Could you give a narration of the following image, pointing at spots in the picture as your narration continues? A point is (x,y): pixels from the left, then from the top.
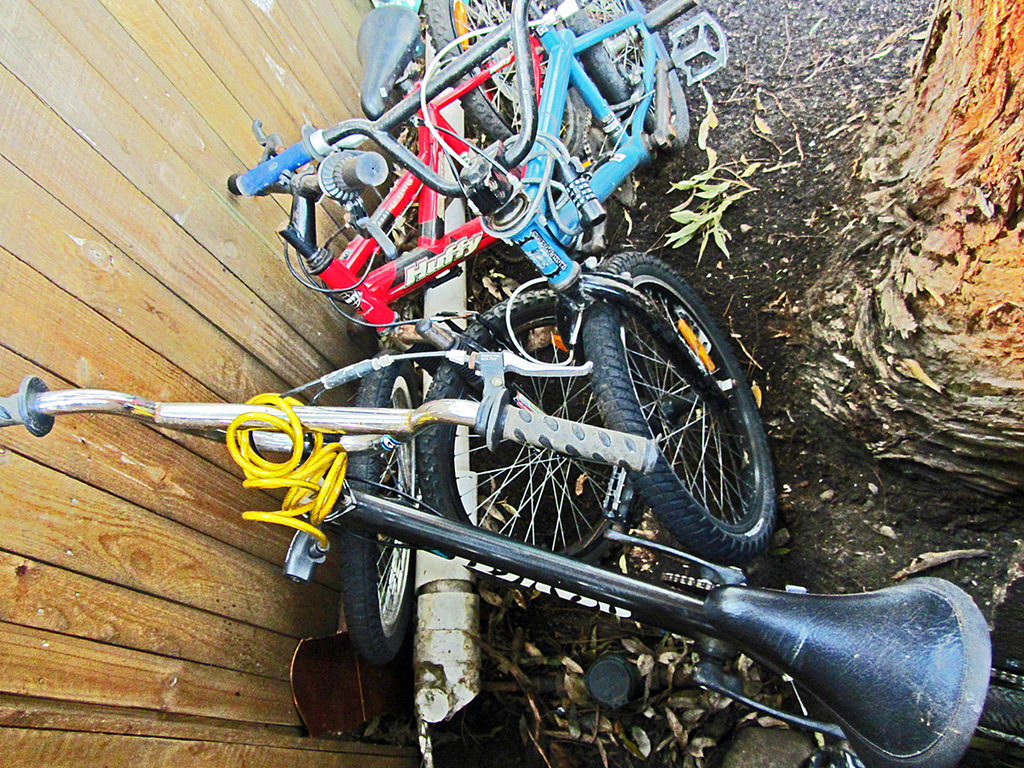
In this image we can see so many bicycles (387,405) on the land (749,330). There is a wooden fence (165,280) on the left of the image (114,145) and a bark (926,178) of a tree (1005,242) on the right side of the image (985,206).
